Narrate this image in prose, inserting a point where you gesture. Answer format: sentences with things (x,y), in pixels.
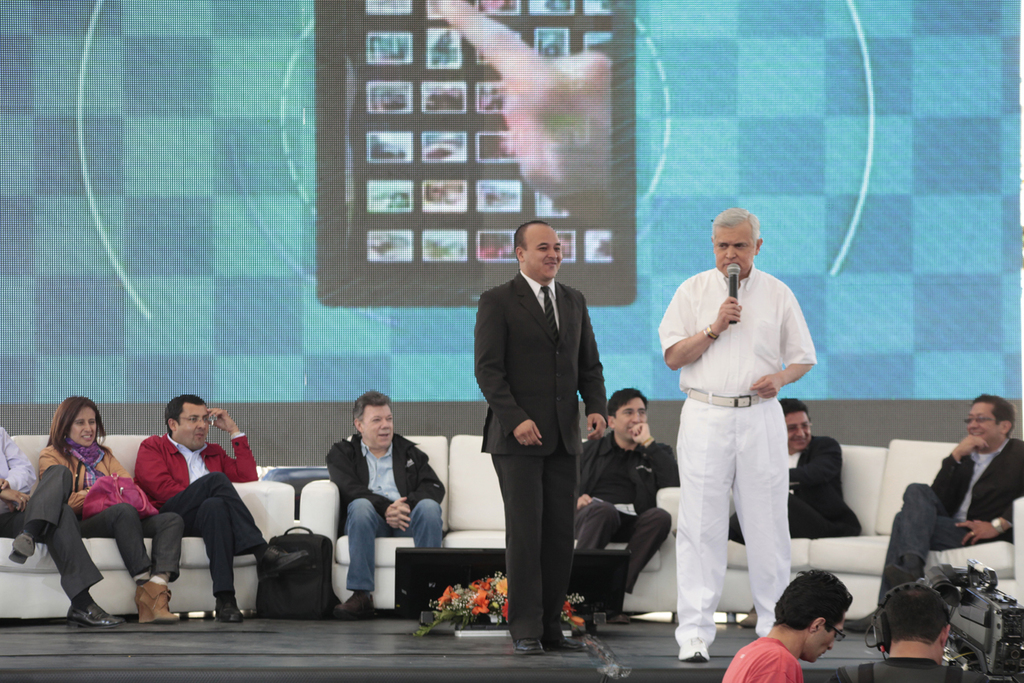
In the center of the image (535,361) we can see two men's (560,441) are standing on the stage (503,641) and a man (718,289) is holding a mic (732,277) and talking. In the background of the image (357,555) we can see some people (965,483) are sitting on the couches (495,520) and also we can see the bags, flowers (465,603). In the bottom right corner (933,598) we can see two mens (929,627) are standing and also we can see a camera (958,633). At the top of the image (446,83) we can see a screen (408,202).
